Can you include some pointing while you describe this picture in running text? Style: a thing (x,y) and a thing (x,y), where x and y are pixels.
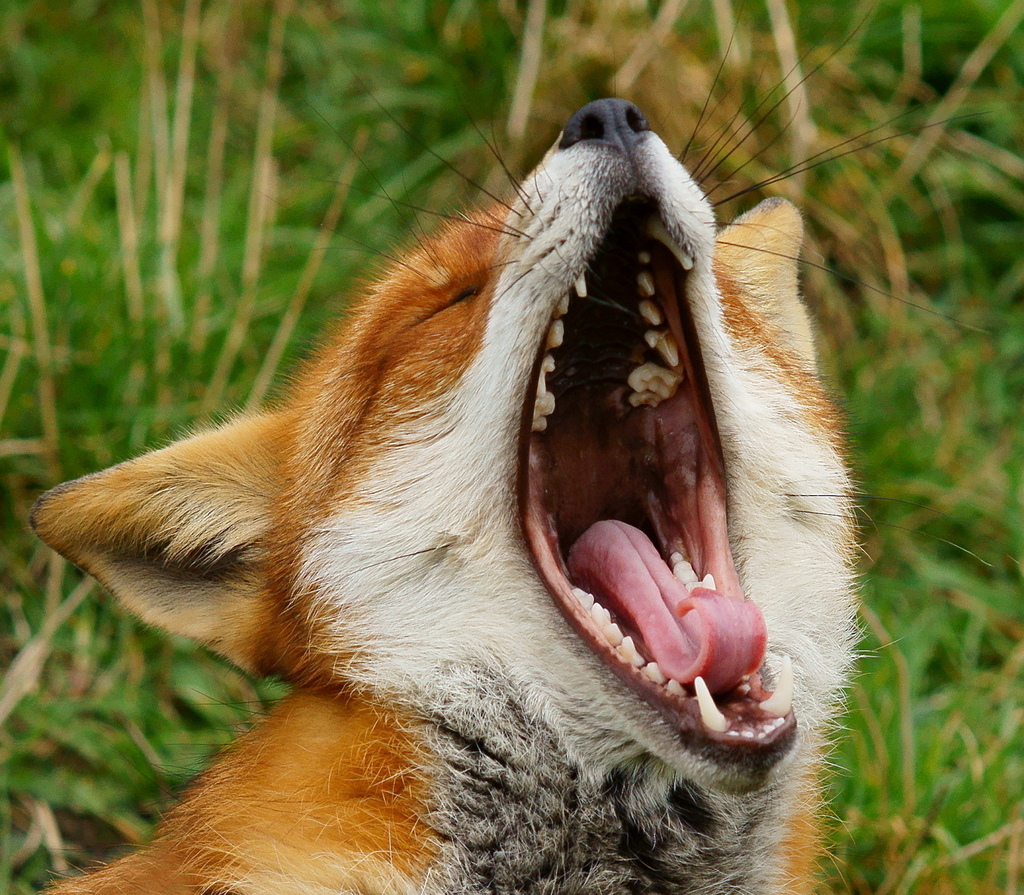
In this image, we can see an animal (670,729) open his mouth (623,537). Background (1007,799) there is a blur view. Here we can see plants (921,793).
